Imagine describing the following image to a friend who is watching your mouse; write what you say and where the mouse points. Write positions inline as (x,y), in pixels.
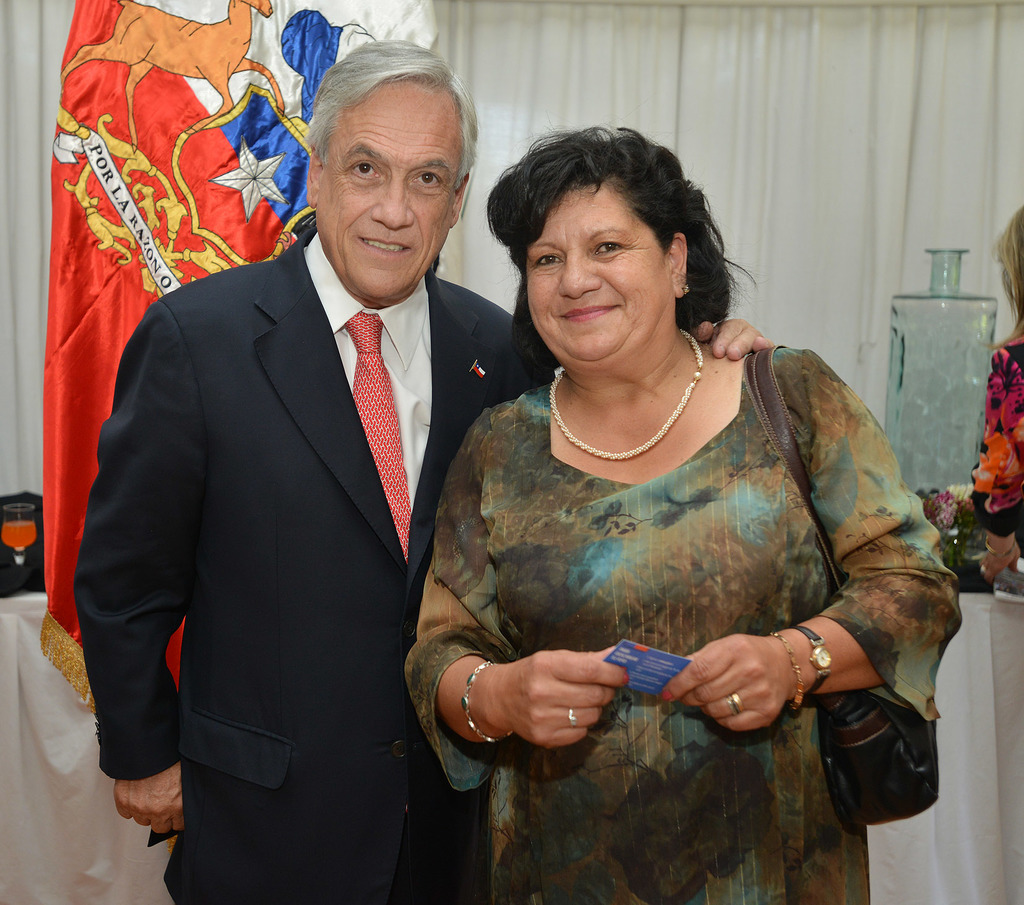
In this image we can see a man (400,666) and a woman (605,762) standing on the floor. In the background (856,235) there are curtains (828,355) and a glass container (932,395).
